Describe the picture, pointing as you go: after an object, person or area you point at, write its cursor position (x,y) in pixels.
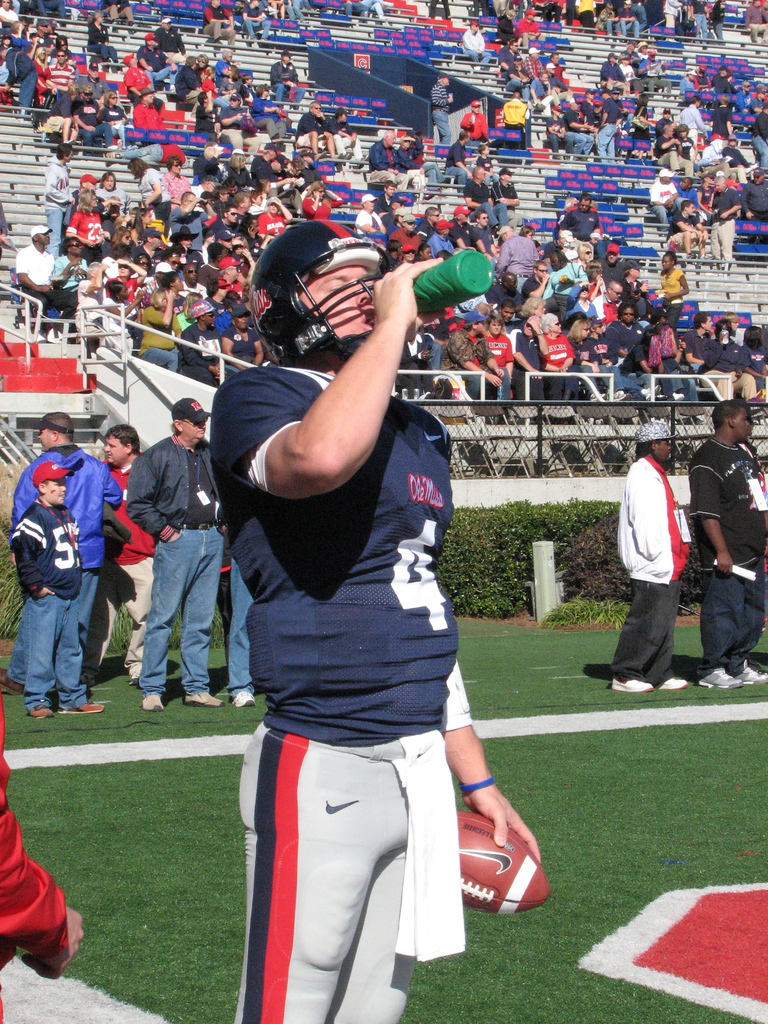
In this image there are few people (407,486) in the ground (89,737) in which one of them holds a ball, wearing a helmet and drinking water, there are few people (163,303) in the stands (130,176) and there is a fence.
